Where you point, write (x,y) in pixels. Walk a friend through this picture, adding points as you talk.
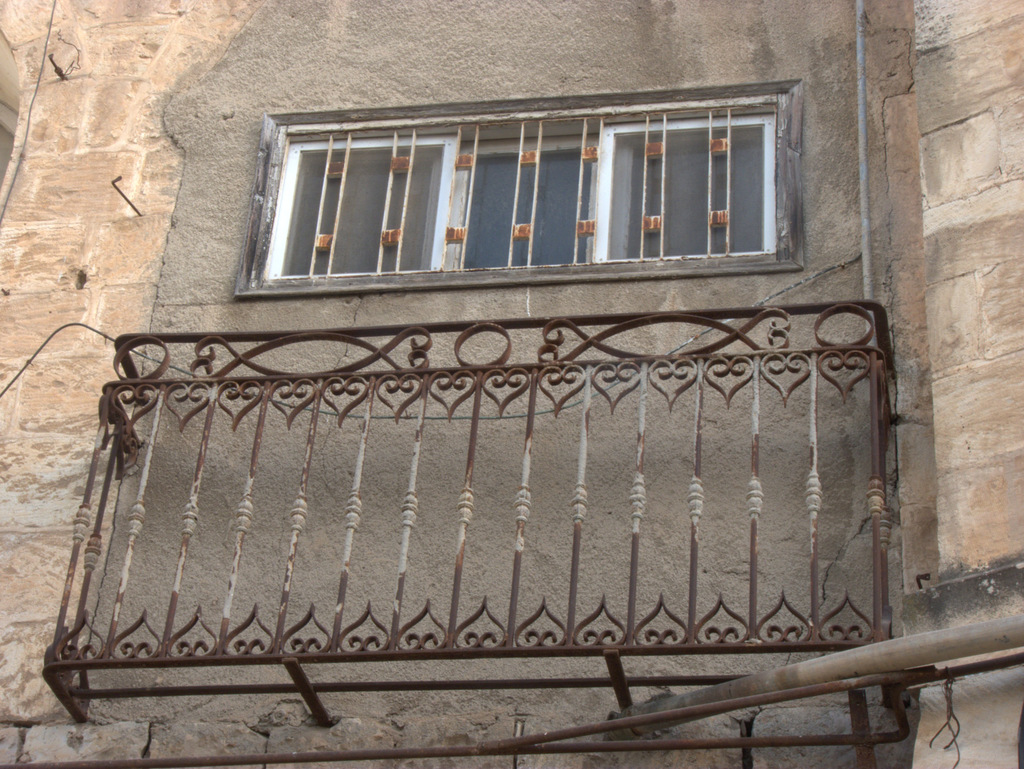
In the image I can see a wall (444,447) which has windows (568,273) and some other metal objects (814,390) attached to it.
